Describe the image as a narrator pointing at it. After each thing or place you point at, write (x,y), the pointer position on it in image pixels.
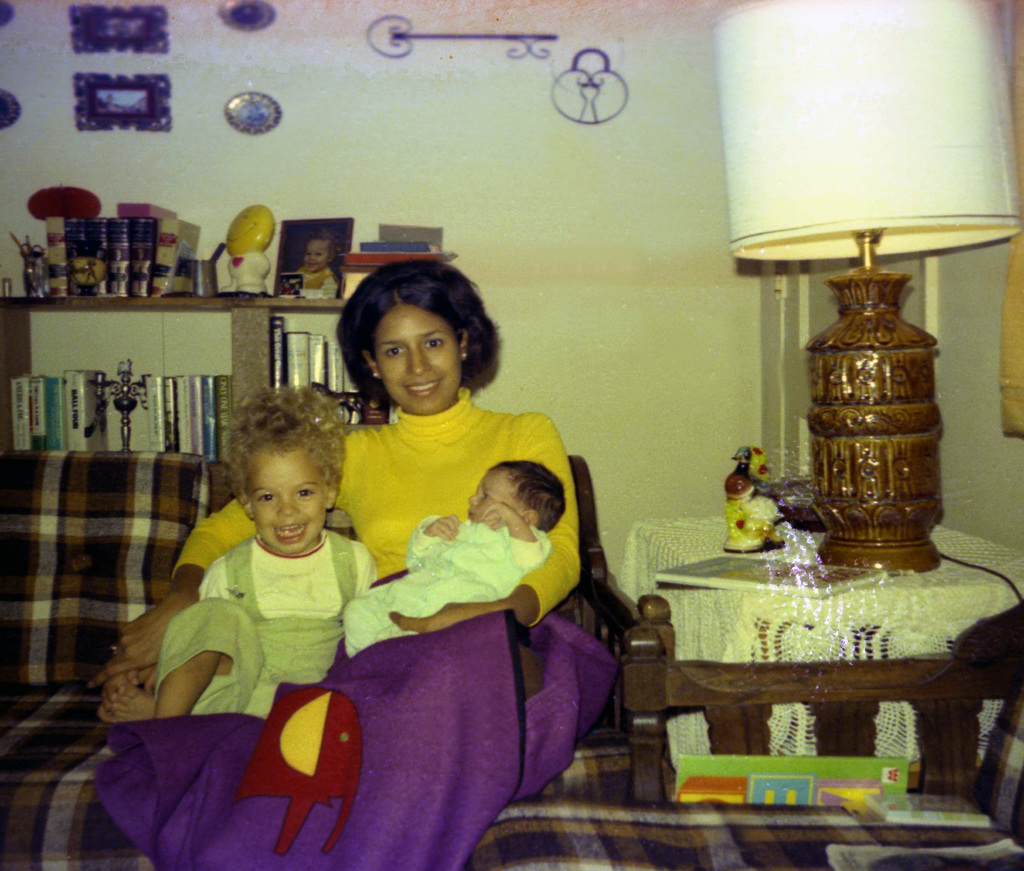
A lady (397,564) is holding a baby (427,593) and sitting. Next to her other child (261,582) is sitting. They are sitting on sofa (591,773). Beside the sofa (644,628) there is a table (879,611). On the table (907,601) there is a table lamp (880,444), toy (731,530) and some other item (733,573). In the back (580,216) there's a wall (519,149). On the wall (408,111) there are some painting (127,101) and there is a cupboard (243,314). On the cupboard (234,300) there are books (182,387), photo frame (312,237), toys (241,240) and some other things (36,267).
